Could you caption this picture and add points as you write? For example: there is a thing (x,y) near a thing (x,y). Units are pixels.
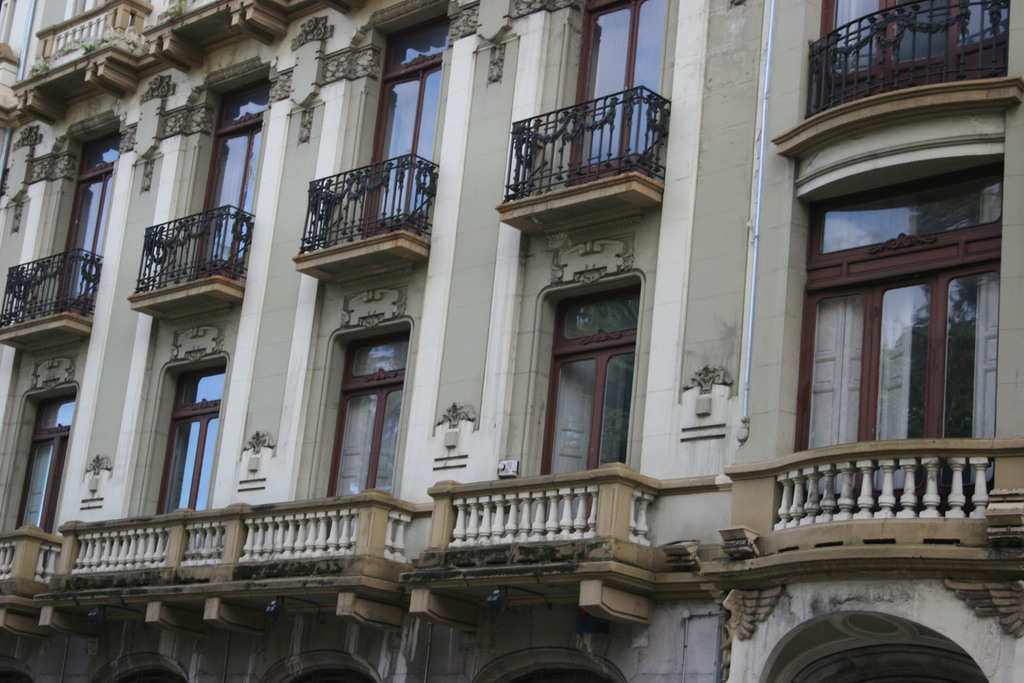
In this picture we can see a building (221,157), we can see railings (61,270) and windows (224,127) of this building (654,166).
